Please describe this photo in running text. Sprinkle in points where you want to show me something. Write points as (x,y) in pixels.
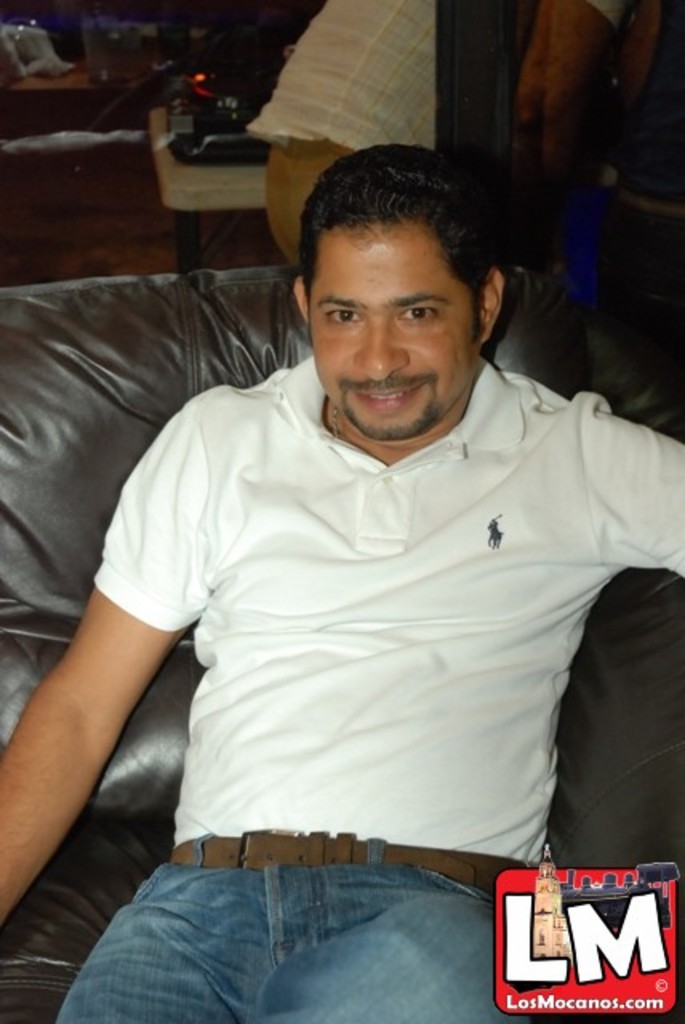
In this image, we can see people (393,406) and one of them is sitting on the sofa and we can see some objects (122,39), in the background (176,86). At the bottom (544,898), there is a logo (548,974).
